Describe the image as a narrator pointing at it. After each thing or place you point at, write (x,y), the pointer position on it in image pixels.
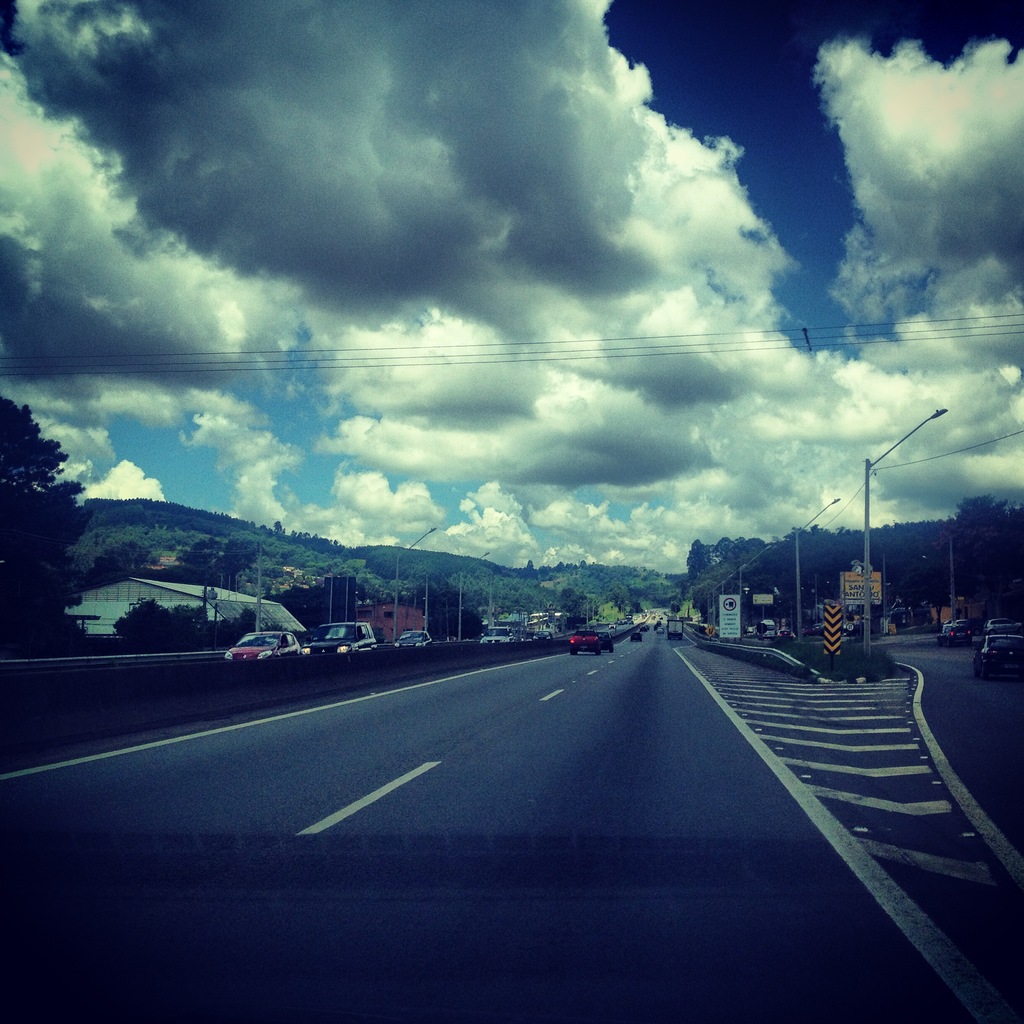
In the image there is a road (628,720) and there are a lot of vehicles (781,633) on the road (852,696), there are many street lights (799,594) and caution boards (833,628) around the road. In the background (155,548) there are few mountains (215,525) and trees (376,556).
